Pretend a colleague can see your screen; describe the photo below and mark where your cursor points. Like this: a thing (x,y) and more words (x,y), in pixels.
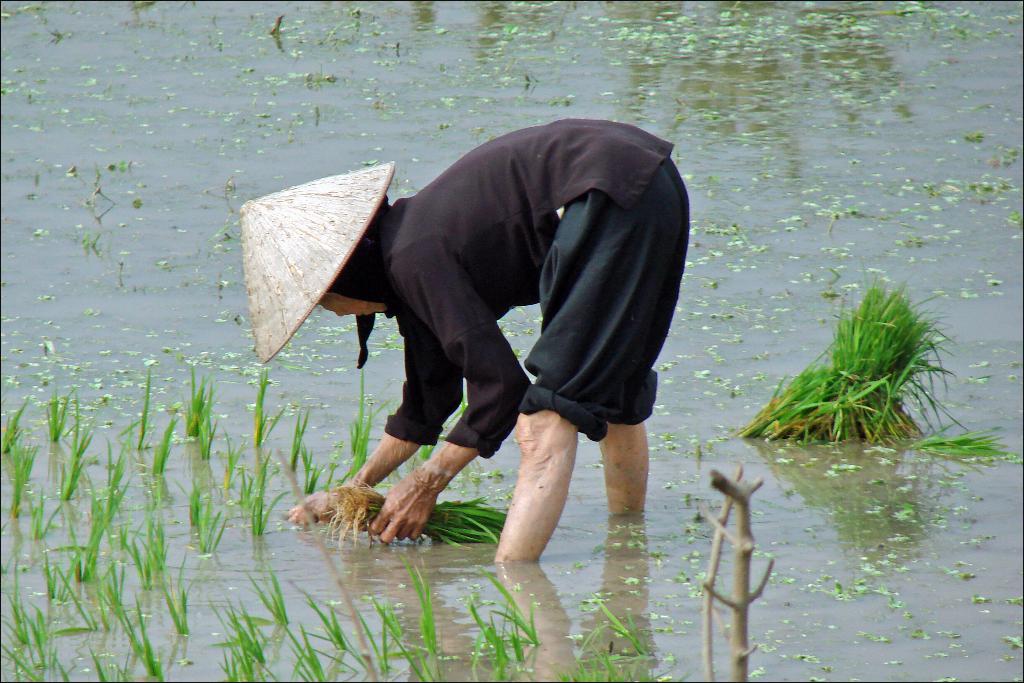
In the center of the image (447,330) we can see a person (455,309) planting. At the bottom (658,611) there is water (753,564) and we can see grass (471,529).
